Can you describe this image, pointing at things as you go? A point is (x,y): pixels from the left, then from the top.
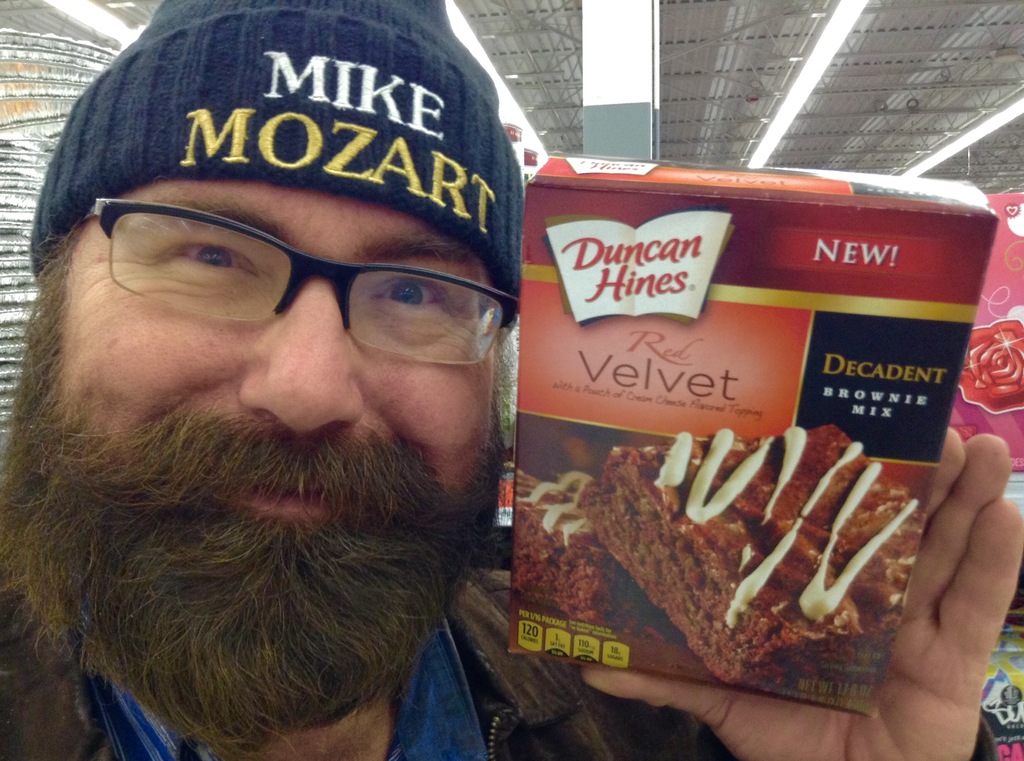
In this picture there is a man (145,628) with beard (179,551) on the face (455,485) standing in the front (420,647), smiling and holding the cake box (709,589) in the hand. Above there is a iron shed (851,100) and lights (795,100).
